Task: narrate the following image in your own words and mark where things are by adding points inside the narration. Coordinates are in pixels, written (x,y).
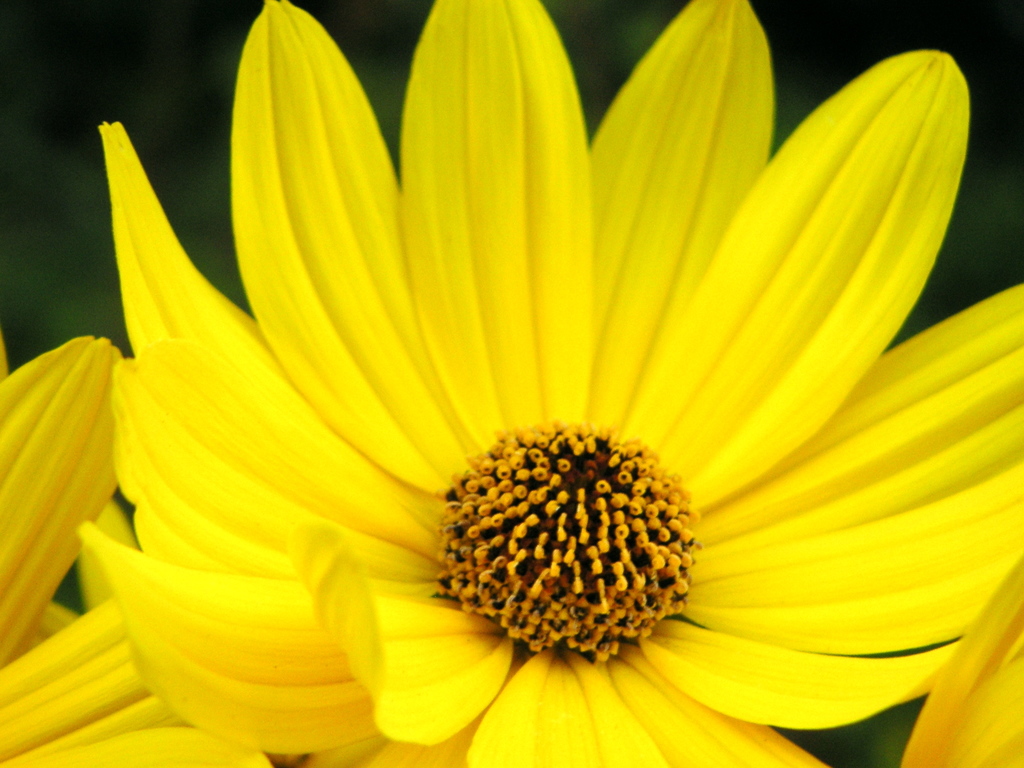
Here in this picture we can see an yellow colored flower (189,260) present over a place and in the middle of it we can see pollen grains (568,505) of it present over there.
